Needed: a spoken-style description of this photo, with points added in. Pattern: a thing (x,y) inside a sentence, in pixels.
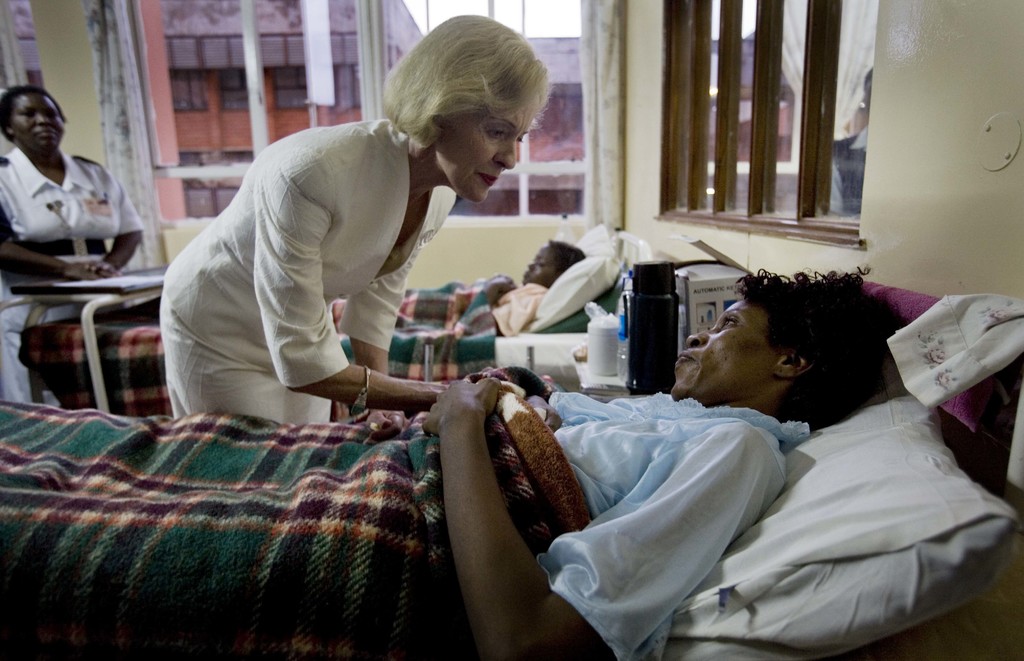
At the bottom of this image (674,441), there is a woman (823,345) having partially covered with a blanket (403,444) and lying on a bed (894,355) in front of her, there is another woman (397,158) in a white colored dress (261,198). In the background (508,280), there is a person (568,250) having partially covered with a blanket (423,307) and sleeping on another bed (552,366), there is a woman (38,202) in a white colored dress (2,173) standing in front of a table (115,297), there are windows (852,42), a curtain (139,109) and a wall (639,33).
